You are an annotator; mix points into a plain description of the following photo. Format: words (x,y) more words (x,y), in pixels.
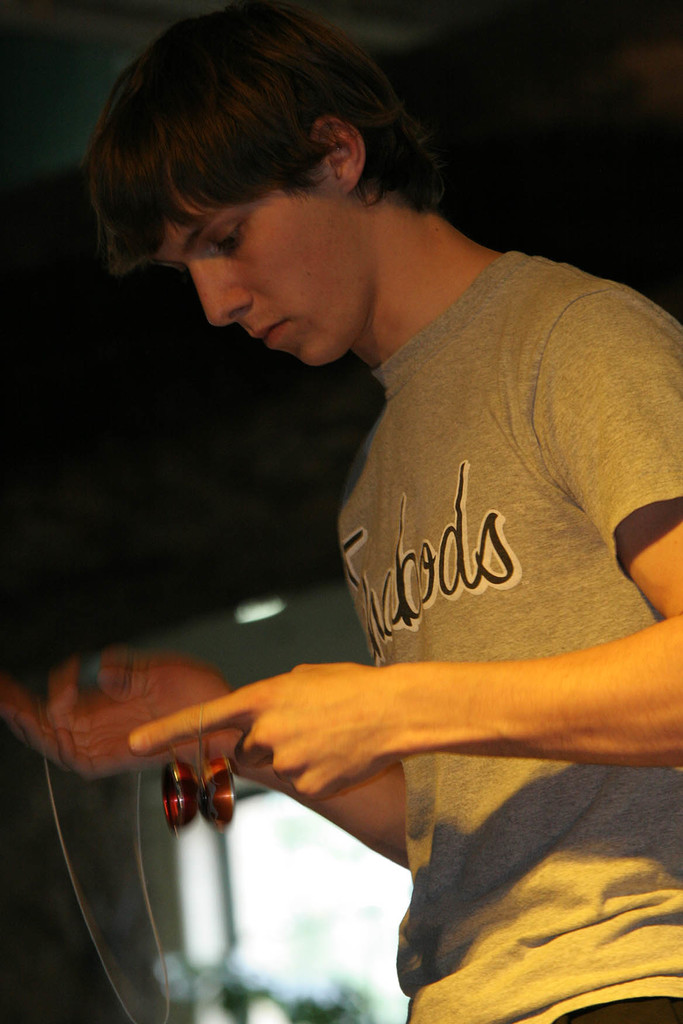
On the right side (663,626), there is a person (571,438) in a T-shirt (556,463), holding an object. And the background (145,28) is blurred.
